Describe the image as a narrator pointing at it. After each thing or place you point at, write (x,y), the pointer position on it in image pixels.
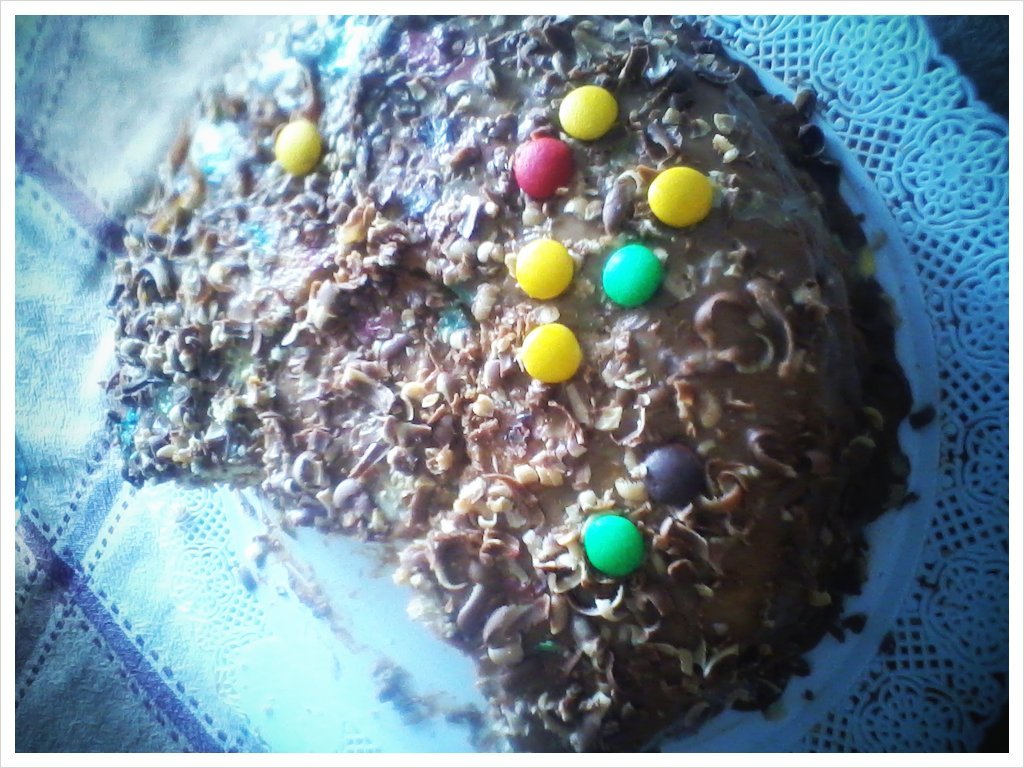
In this image we can see some food item (474,344) on which there are some gems (549,285), choco chips (469,372) and some other items (177,360).
